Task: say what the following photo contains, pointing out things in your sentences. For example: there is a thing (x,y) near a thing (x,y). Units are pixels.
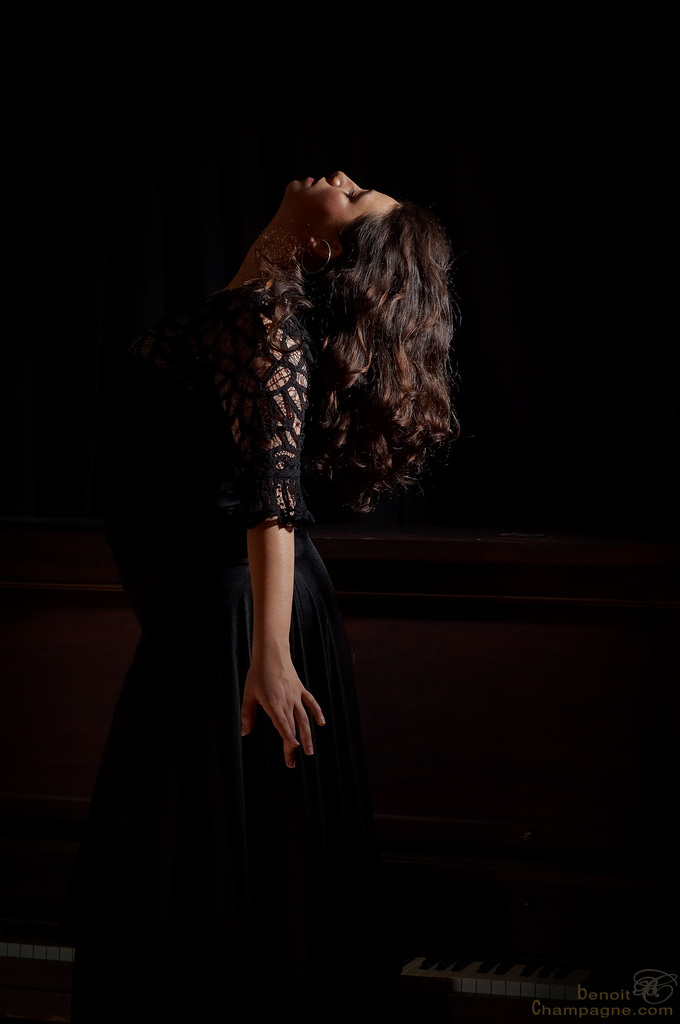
In this image we can see a lady (332,659) is wearing black color dress (176,514) and standing. In the background of the image (225,240) is dark.
